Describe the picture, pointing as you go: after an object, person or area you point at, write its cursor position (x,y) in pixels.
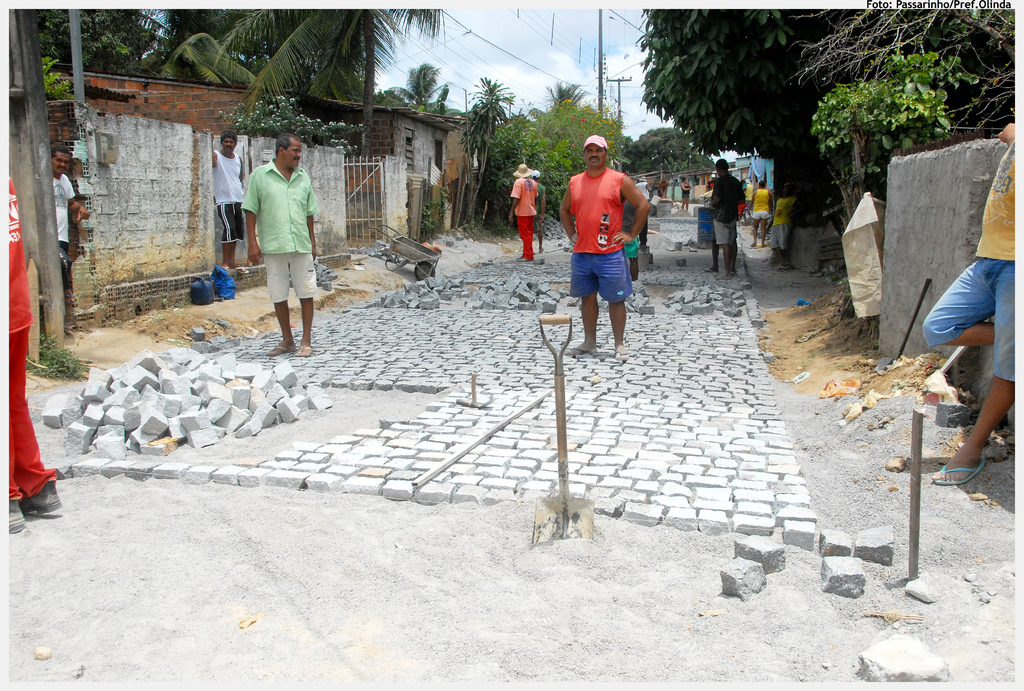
In the center of the image (620,323) we can see people (520,203) standing. At the bottom (652,465) there are cobblestones (585,459). On the right (960,370) there is a wall (891,328). In the background (771,53) there are trees (771,53), shed (363,114), poles (603,57), wires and sky (585,66).
